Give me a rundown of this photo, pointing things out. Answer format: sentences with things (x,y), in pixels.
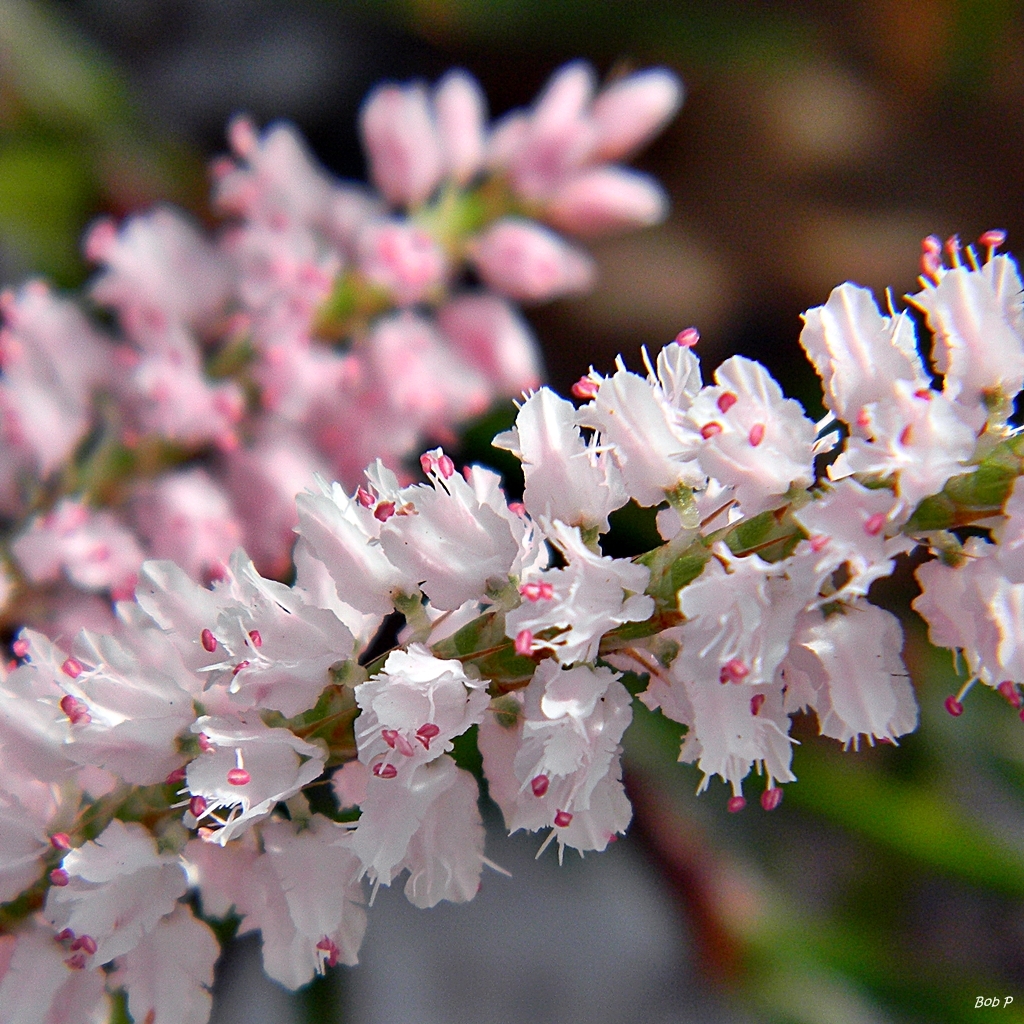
In this picture, we see the plant (488,691) which has flowers (384,683) and these flowers (546,701) are in white and pink color. In the background (831,187), it is in green color. This picture is blurred in the background (801,235).
